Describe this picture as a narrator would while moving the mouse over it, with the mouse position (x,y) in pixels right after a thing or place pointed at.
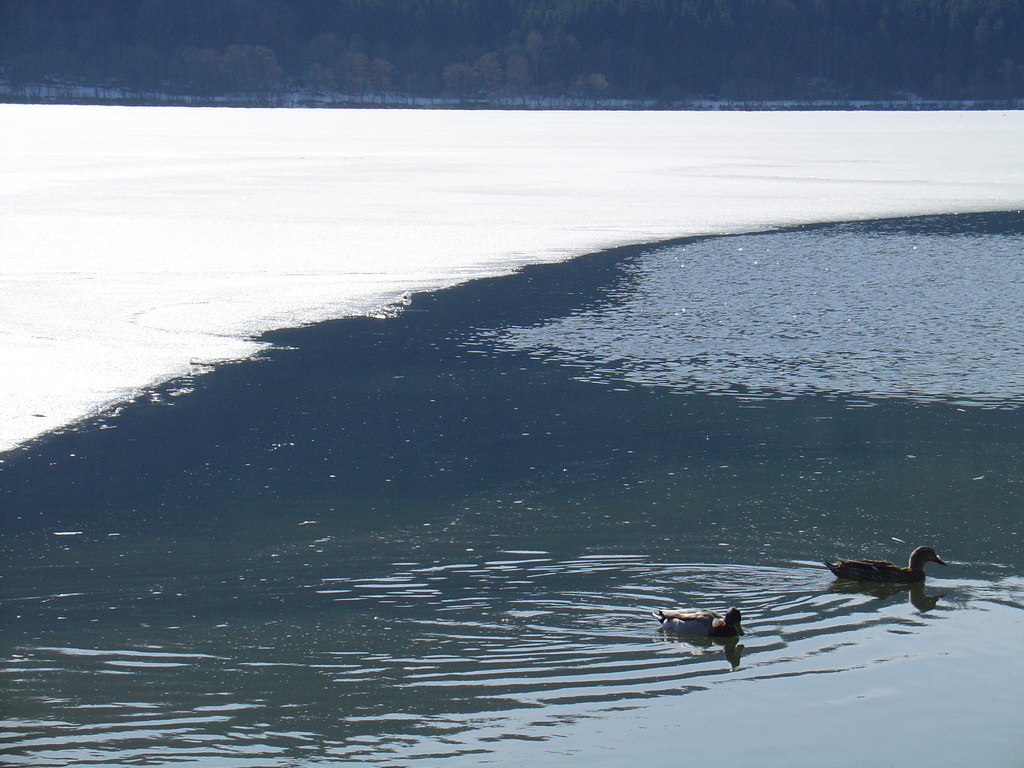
In front of the image there are ducks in the water (502,379). In the background of the image (422,68) there are trees (397,81).
